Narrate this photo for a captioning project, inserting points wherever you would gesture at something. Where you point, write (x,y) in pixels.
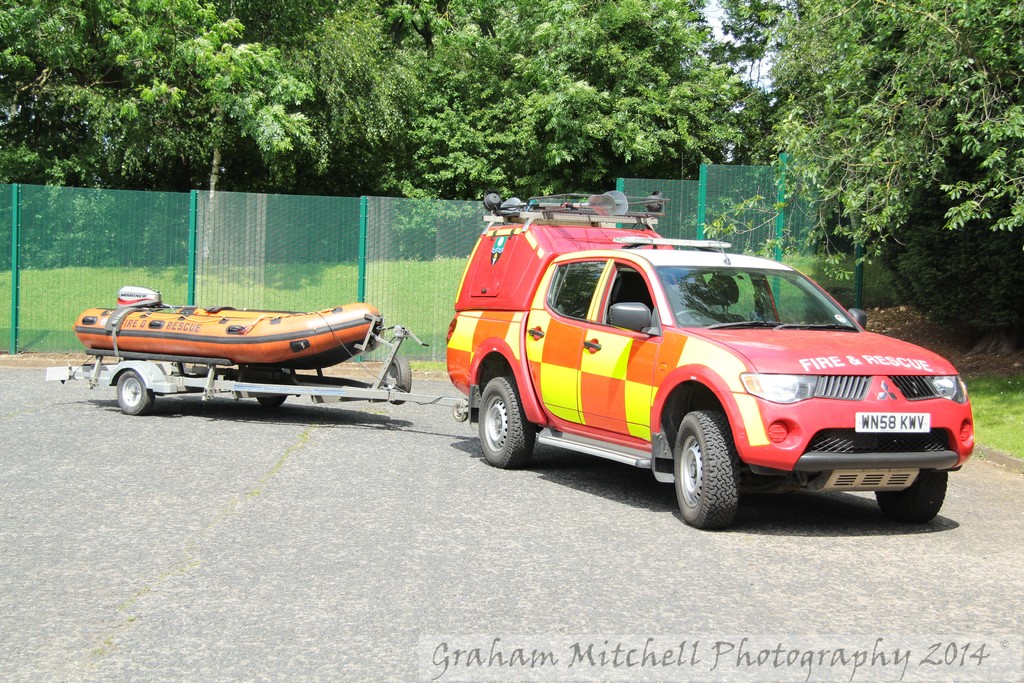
On the bottom right (810,651), there is a watermark (497,636). On the right side (795,332), there is a vehicle (525,330) on the road (793,503). On the left side (315,337), there is a boat (337,307) on a trolley (287,392) which is connected to this vehicle (625,413). In the background (55,252), there are trees (708,84), a fence (125,245) and grass (1009,377) on the ground (996,355) and there is sky (710,10).
